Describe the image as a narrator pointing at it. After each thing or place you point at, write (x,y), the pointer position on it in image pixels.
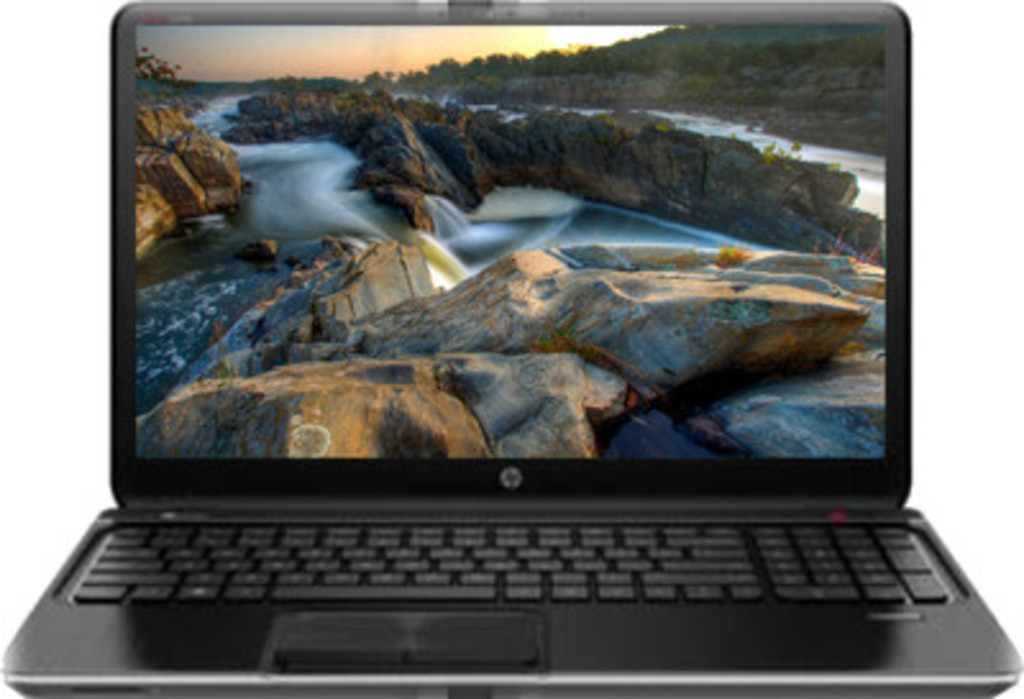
In this picture I can see a black color laptop (364,118) displaying few rocks (390,306) and water (335,190) on the screen (739,335) and I can see a white color background (71,67).
